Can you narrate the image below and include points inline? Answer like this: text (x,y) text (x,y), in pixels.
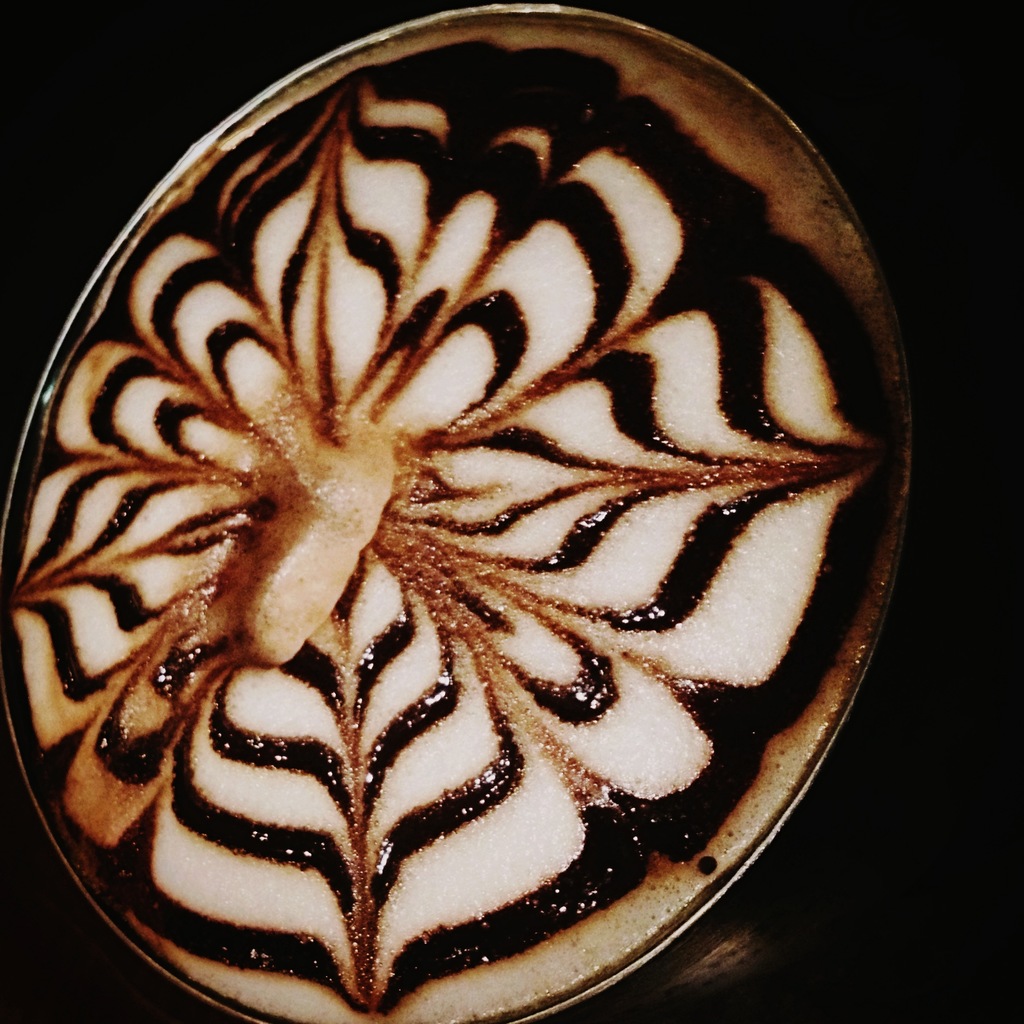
In this image, we can see a cup (416,788), in that cup (432,732), we can see cappuccino (519,549). In the background (867,198), we can see black color.
